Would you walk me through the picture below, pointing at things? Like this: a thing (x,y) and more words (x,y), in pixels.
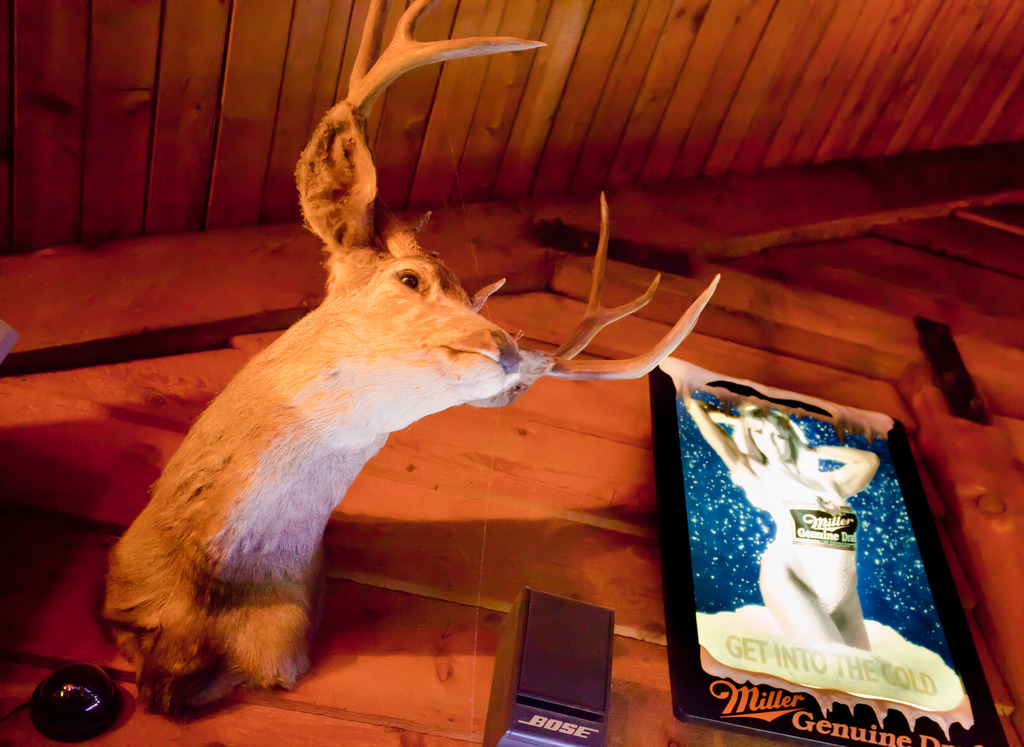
This image is taken indoors. At the top of the image (335,71) there is a roof (527,83). In the background (364,675) there is a wall (721,284). On the right side of the image (957,357) there is an object (953,377) and there is a picture frame (775,506) on the wall (908,372). On the left side of the image (330,211) there is an animal face (304,451) on the wall (310,730). In the middle of the image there is a speaker box (509,705) on the wall (430,649).
